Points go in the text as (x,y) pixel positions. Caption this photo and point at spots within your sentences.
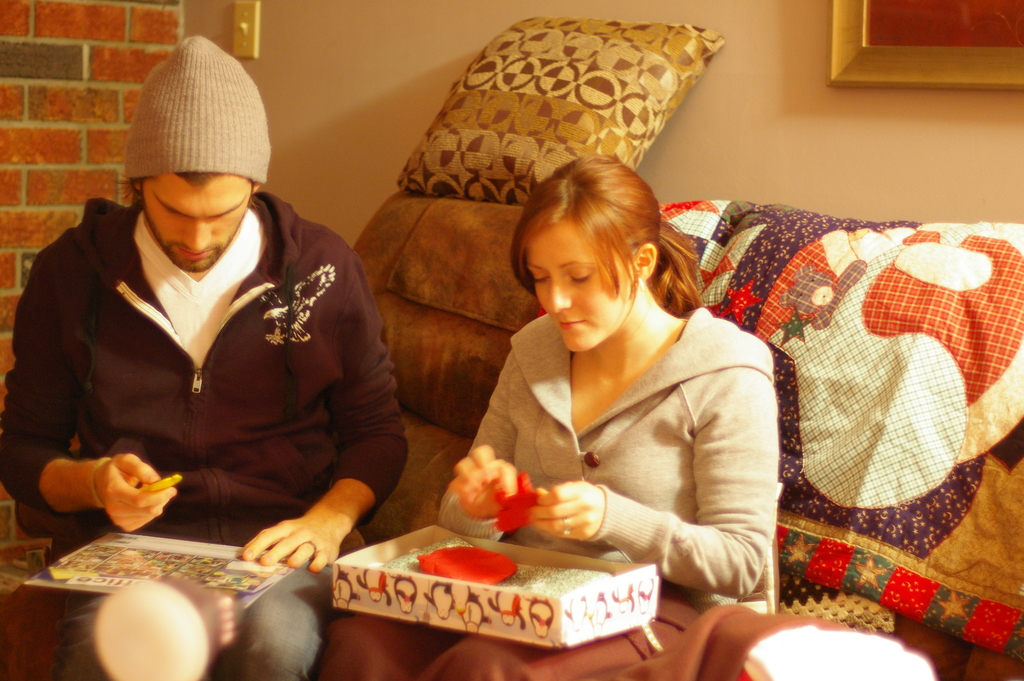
In this picture I can see a man (337,313) and a woman (645,481) seated on the sofa (508,295) and I can see a man (136,524) holding something in his hand (130,504) and I can see papers (133,570) in another hand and I can see a woman (587,653) holding a box (590,594) and a red cloth (527,504) in her hand (579,521) and I can see a cushion (600,128) and a man (246,180) wore a cap (203,142) on his head (203,142) and I can see a photo frame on the wall (276,113).
